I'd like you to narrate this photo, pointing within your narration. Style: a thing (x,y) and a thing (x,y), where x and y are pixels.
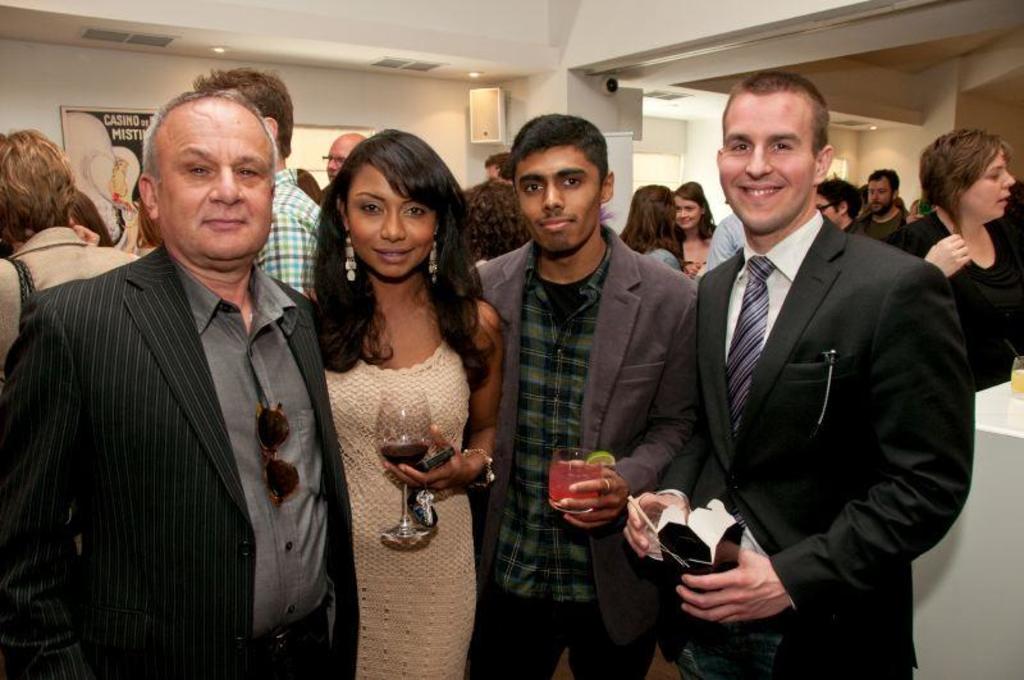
In this image people (91,392) are standing on the surface of the floor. At the back side (138,117) there is a wall (80,91) with the photo frame (95,142) on it. There is a camera (605,89) and a speaker (485,111). We can see fall ceiling lights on the roof (436,61).
